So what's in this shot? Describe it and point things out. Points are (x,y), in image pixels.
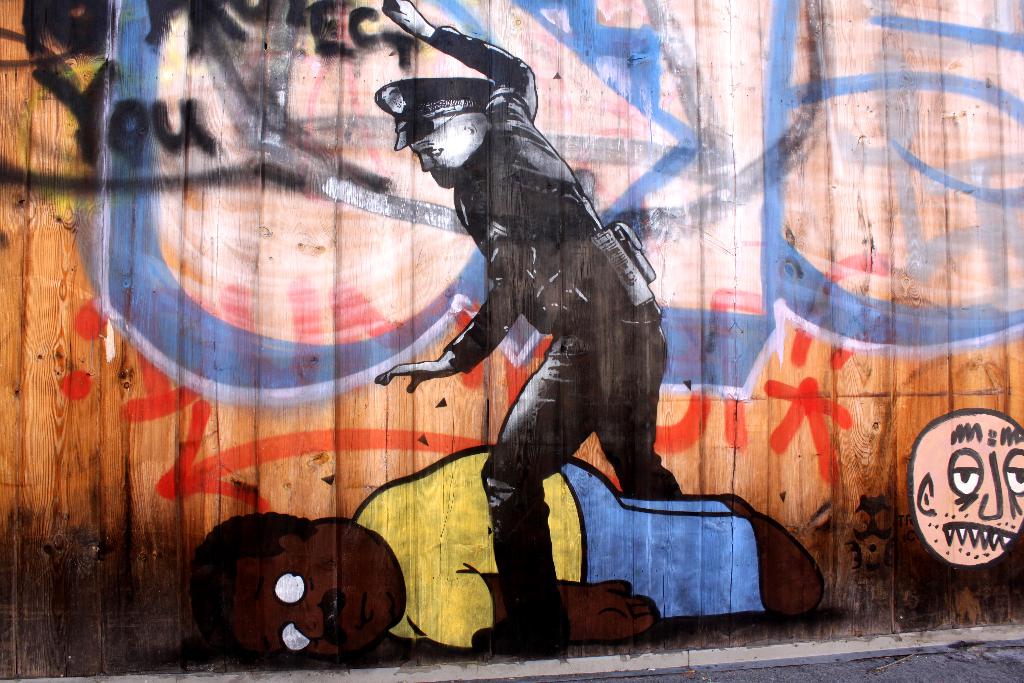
In this picture we can see graffiti (517,273) on the wall (443,289).
